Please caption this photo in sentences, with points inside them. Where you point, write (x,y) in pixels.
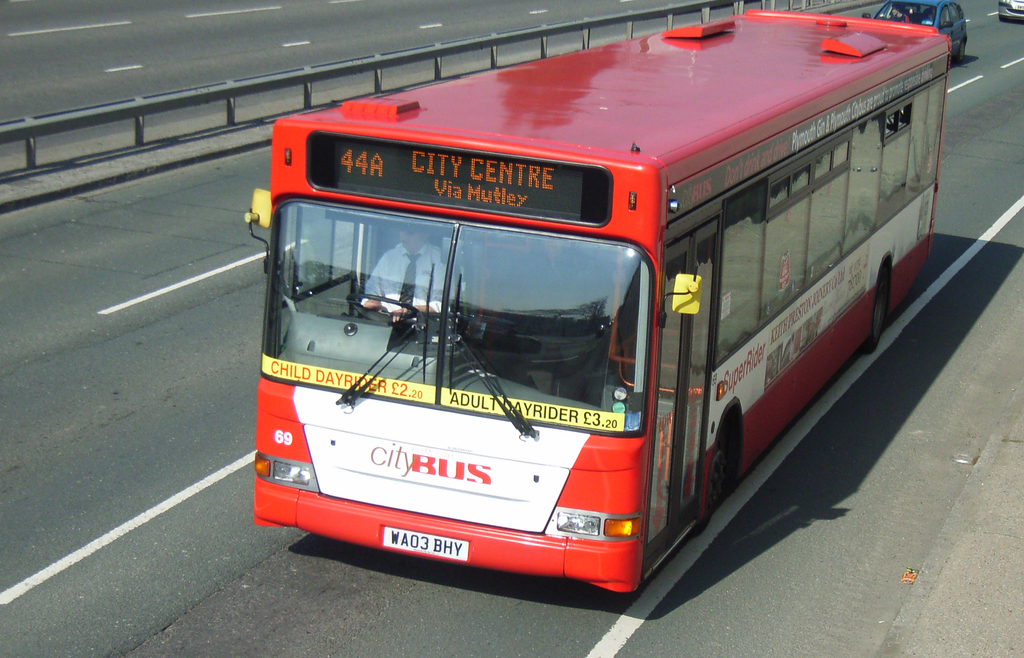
In this image we can see a bus (769,126) on the road (229,247). In the back (940,10) there are few other vehicles (946,22). Inside the bus (335,290) there is a person (394,264). Also there is text (460,180) on the bus (629,381). And there is railing (76,124).
